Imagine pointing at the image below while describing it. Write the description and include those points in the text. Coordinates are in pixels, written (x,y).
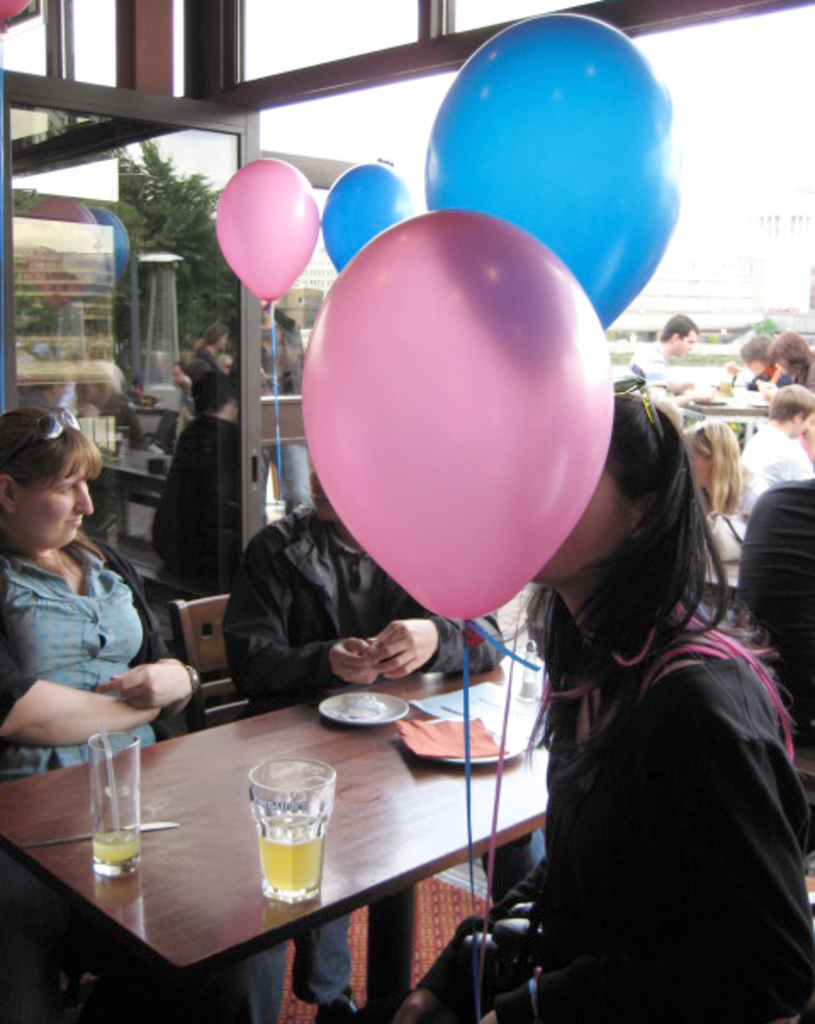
These persons (20,540) are sitting on the chairs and this person (611,442) holding balloons (355,334). We can see glass (126,813), knife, plate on the table (418,799). On the background (32,168) we can see glass window (21,222), from this glass window (713,330) we can see persons (765,353), table (764,411), trees (192,266).
